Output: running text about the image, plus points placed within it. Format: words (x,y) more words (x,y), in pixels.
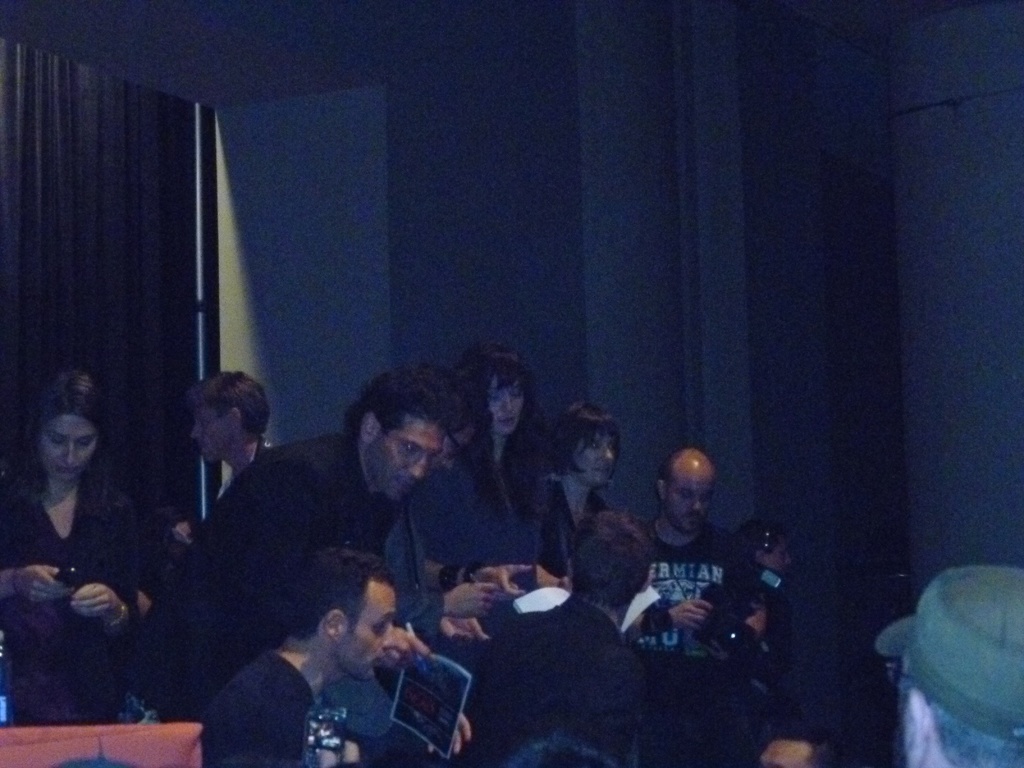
In this image there are group of people (365,459) holding some objects (313,739), there are some objects (314,722) and a door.
